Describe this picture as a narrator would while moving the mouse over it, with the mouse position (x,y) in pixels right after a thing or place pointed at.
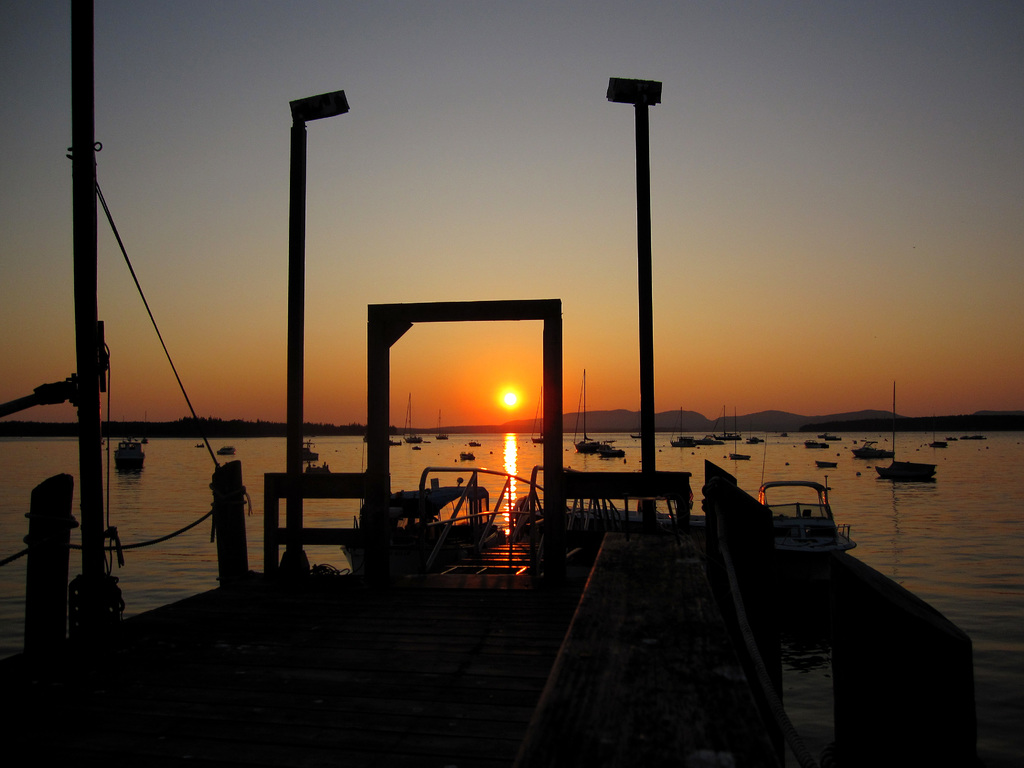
In this image there are boats (876,442) on a river (194,472), in the background (225,429) there are mountains (757,414) and a sunrise (498,413) in the sky (467,284).
